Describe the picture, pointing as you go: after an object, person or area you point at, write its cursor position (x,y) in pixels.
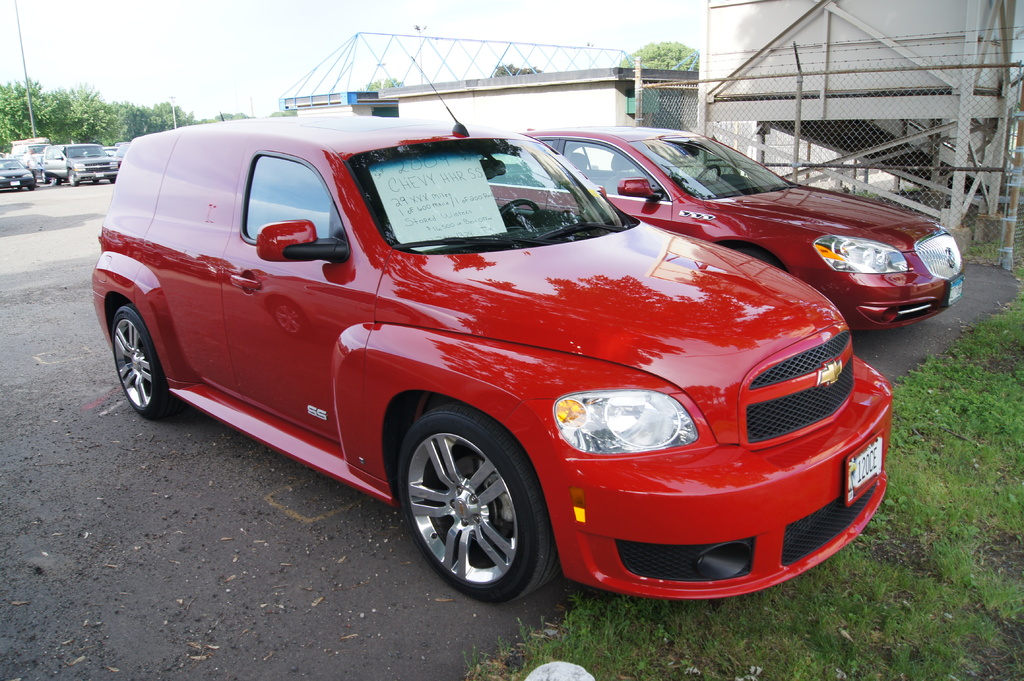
In this picture there are vehicles (790,199) on the road (44,218). In the foreground (518,212) there is a paper (484,181) on the vehicle (502,214) and there is text (469,182) on the paper (469,171). At the back (858,108) there is a fence (843,135) and there are buildings (582,104) and trees (14,123) and poles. At the top (371,66) there is sky (275,26). At the bottom (323,606) there is a road (372,638) and there is grass (878,521).
